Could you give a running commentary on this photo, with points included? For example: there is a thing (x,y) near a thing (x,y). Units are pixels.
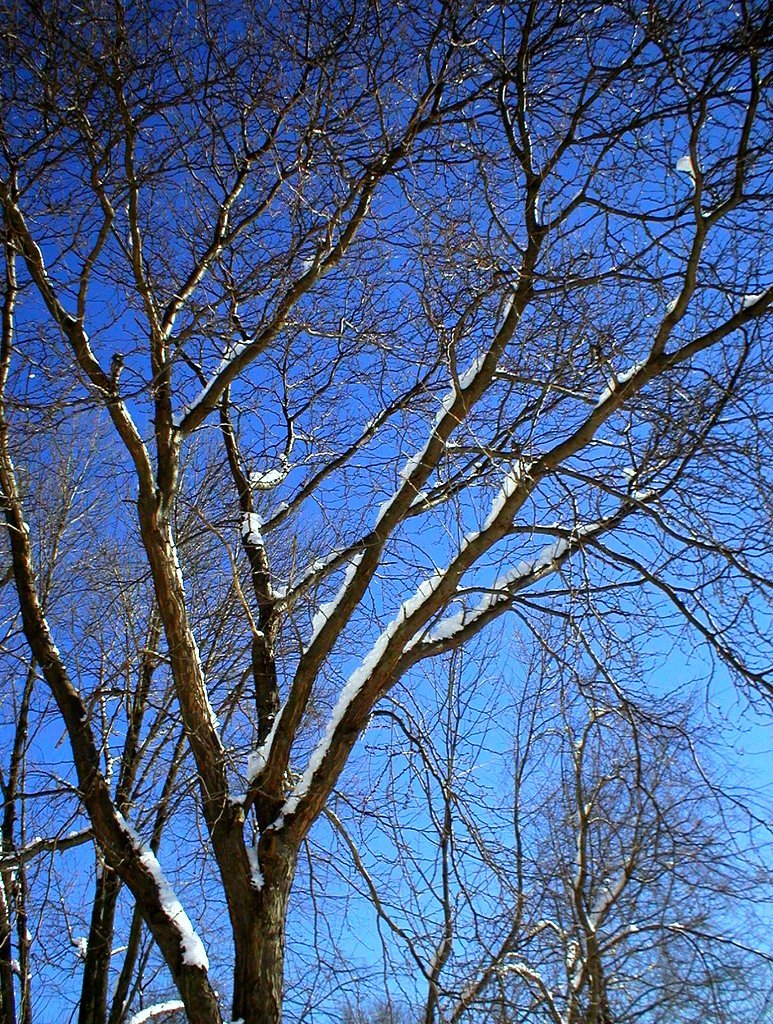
In this image I can see a tree (257,917) which is brown in color and I can see some snow (401,607) on the tree (245,499). In the background (386,438) I can see few trees (582,773) and the sky (733,858).
